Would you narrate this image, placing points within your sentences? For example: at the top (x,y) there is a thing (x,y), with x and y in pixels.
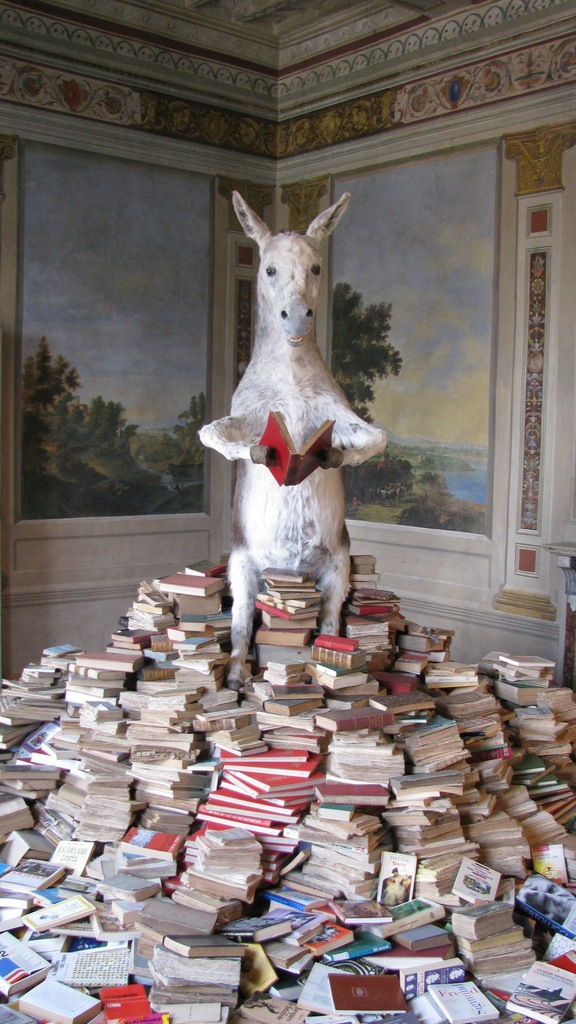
In the background (427,115) we can see the designed wall (382,118) and painting (38,201) on the wall (538,354). In this picture we can see the statue (316,282) of an animal (239,513) holding a book (289,464). Around the statue (340,434) we can see the books (229,763).
